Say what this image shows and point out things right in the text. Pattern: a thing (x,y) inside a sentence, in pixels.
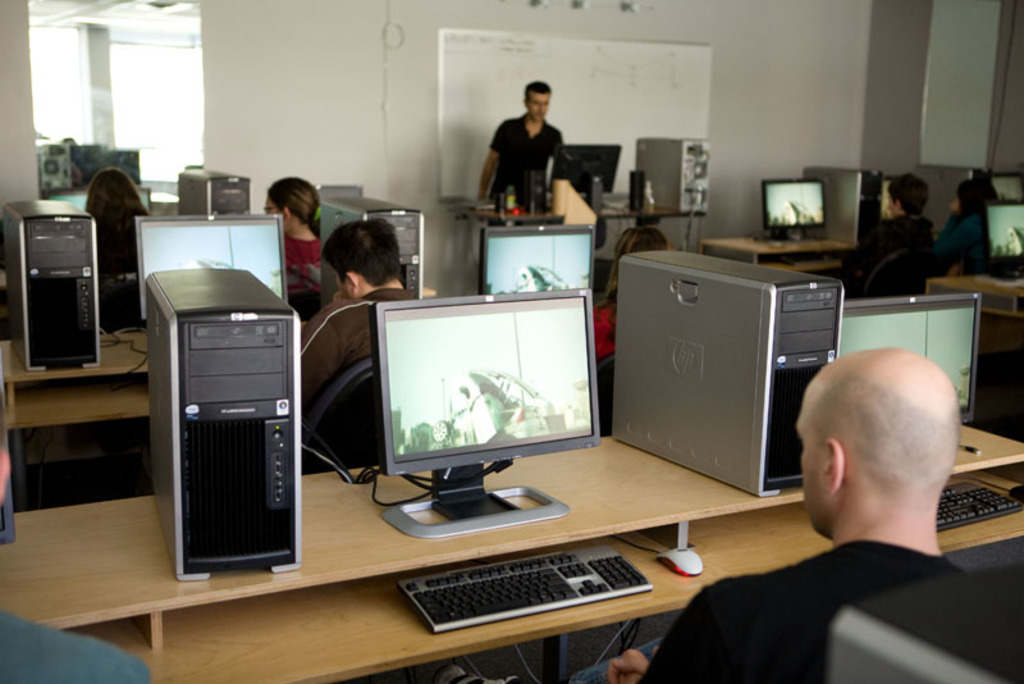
In this picture we can see some persons (705,665) sitting on the chairs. And these are the monitors (560,331) on the tables (114,565). And these are the CPUs (644,382). We can see a keyboard (566,606) and a mouse (676,569). And on the background (349,90) there is a wall (320,81).
